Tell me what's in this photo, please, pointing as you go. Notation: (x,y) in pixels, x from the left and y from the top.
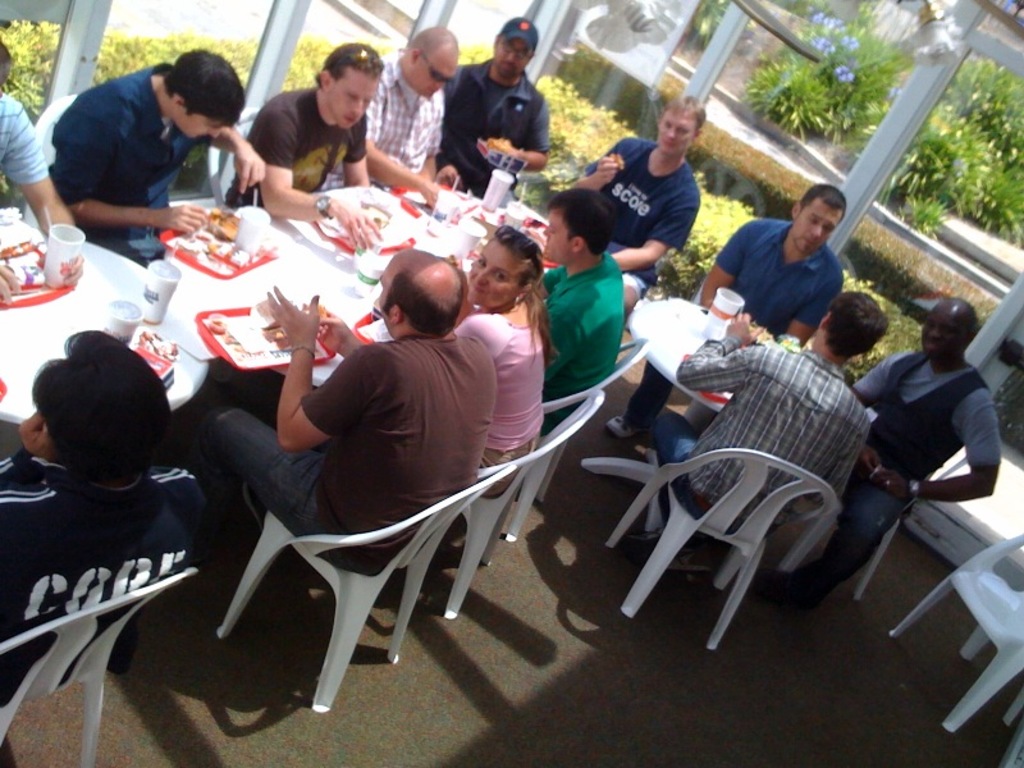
In this image i can see number of people (360,399) sitting on chairs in front of tables (241,301). On the tables (259,301) i can see trays (250,321) with food items (271,326) in them, few cups (164,308) and few papers (26,254). In the background (624,118) i can see glass doors (643,125) through which we can plants (720,202), trees (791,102) and the road (183,17).
